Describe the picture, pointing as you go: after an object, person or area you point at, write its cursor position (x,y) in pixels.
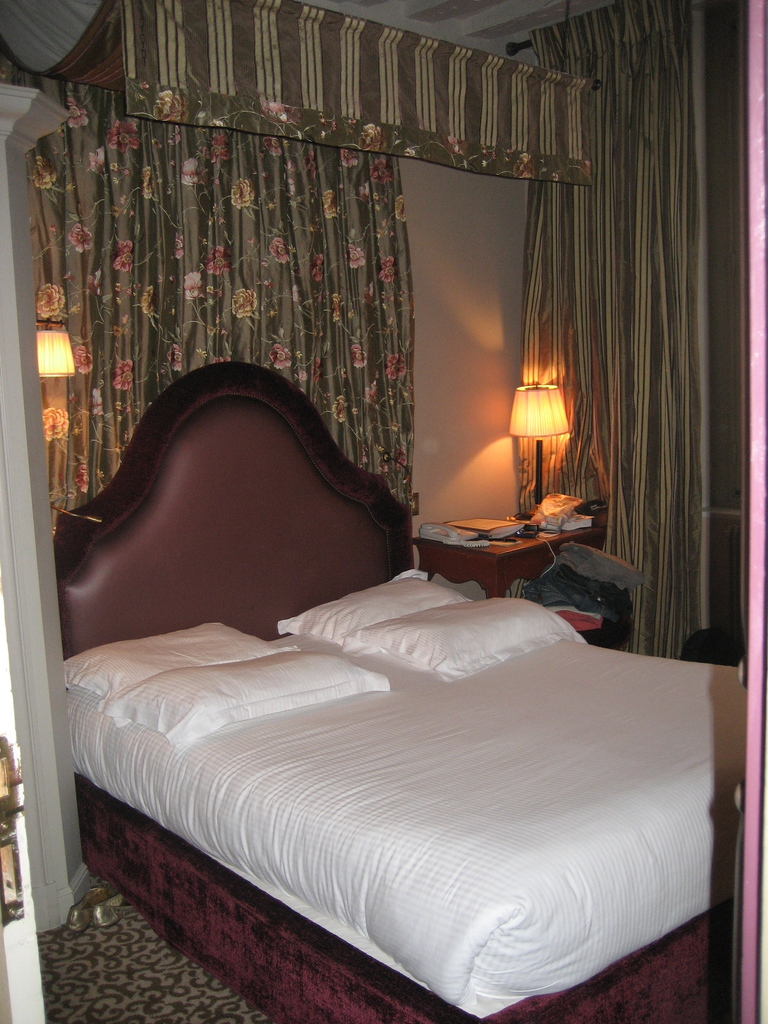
In this image I can see the bed (429,685), pillows (327,663), light (47,338), curtains (72,383) and the wall (483,315). I can see the lamp (539,477), books (570,520) and few objects (563,508) on the table (481,550).
